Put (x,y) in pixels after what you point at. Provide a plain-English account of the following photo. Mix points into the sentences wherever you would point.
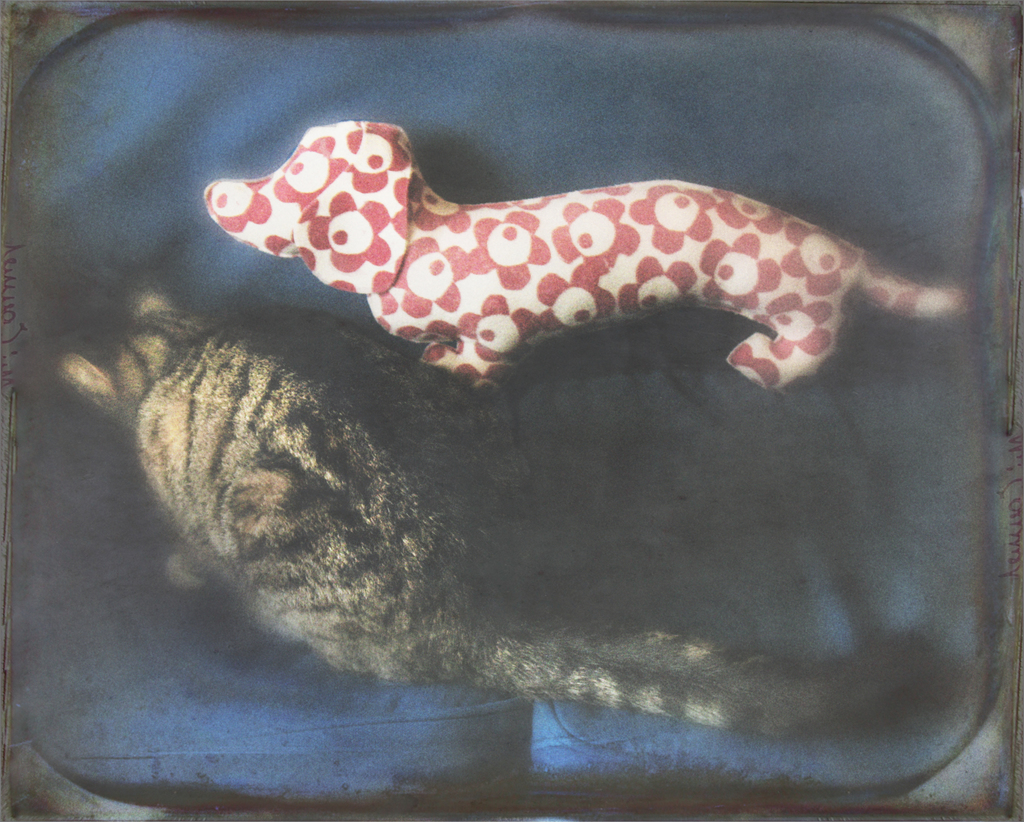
In the image we can see there is a cat (285,417) which is sitting on the sofa (37,536) and there is a toy of dog (511,217) kept beside the cat (321,408).
